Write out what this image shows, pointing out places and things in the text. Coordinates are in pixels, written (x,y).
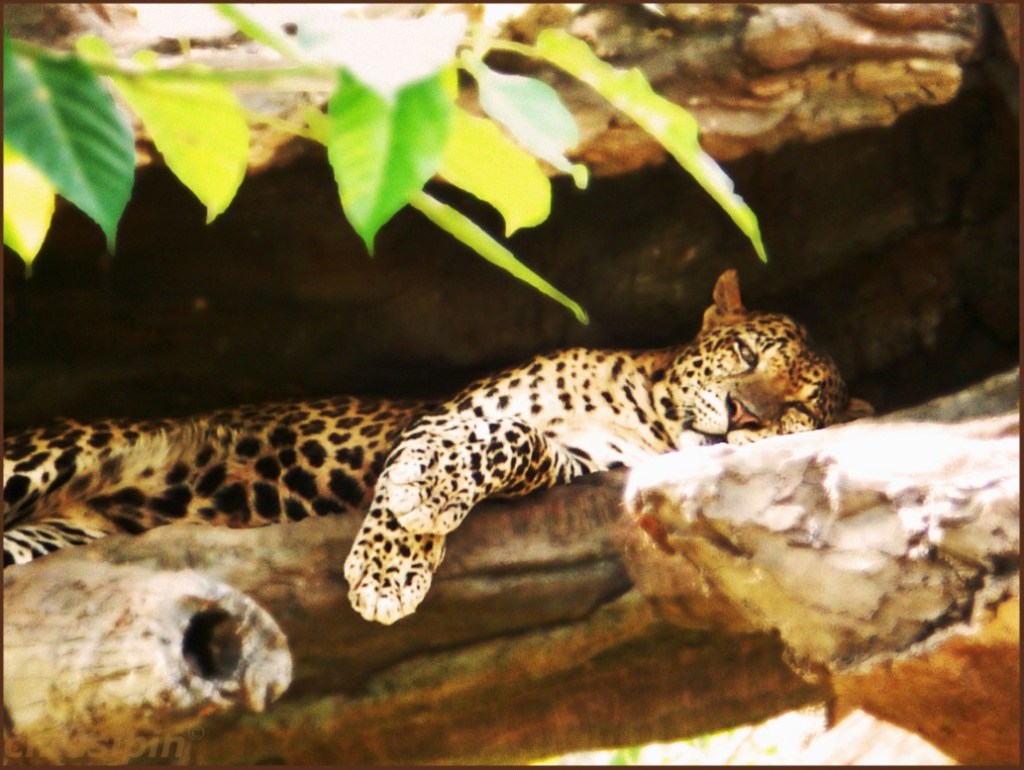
In this image I can see a Leopard (350,422) is laying on a wooden surface (485,627). At the top (234,144), I can see few leaves (231,100) to a stem (266,72).
